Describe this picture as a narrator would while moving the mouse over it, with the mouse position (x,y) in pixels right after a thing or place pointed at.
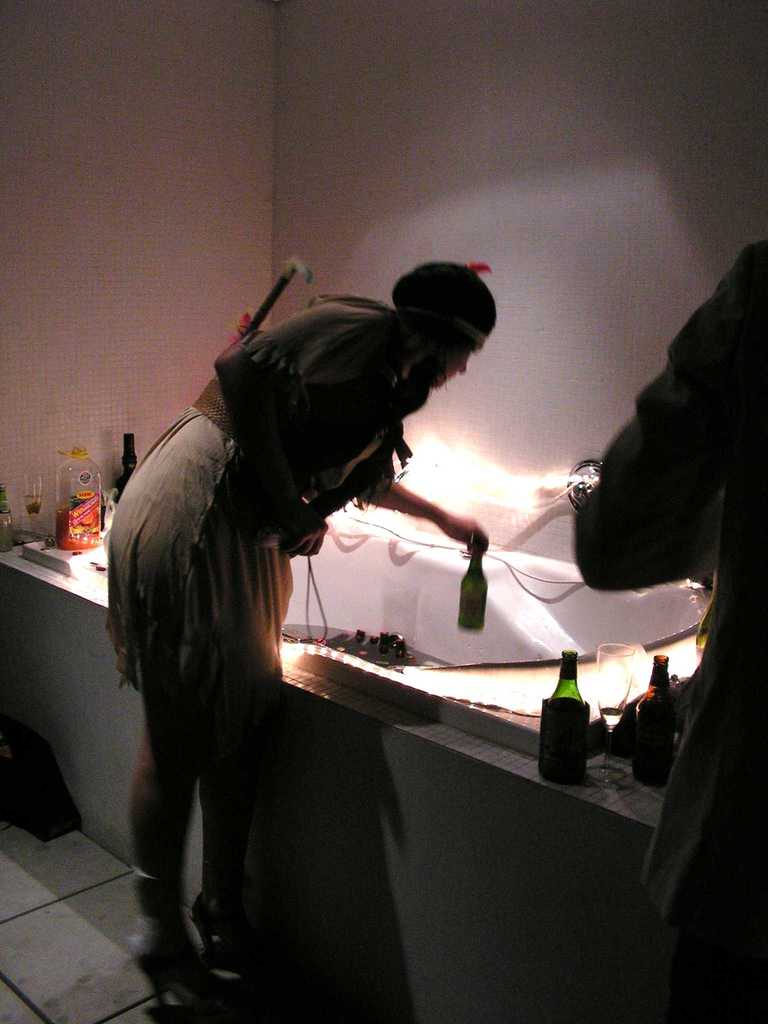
there is a person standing near to the bathtub (435,677) by catching a bottle (484,614) with his hands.
